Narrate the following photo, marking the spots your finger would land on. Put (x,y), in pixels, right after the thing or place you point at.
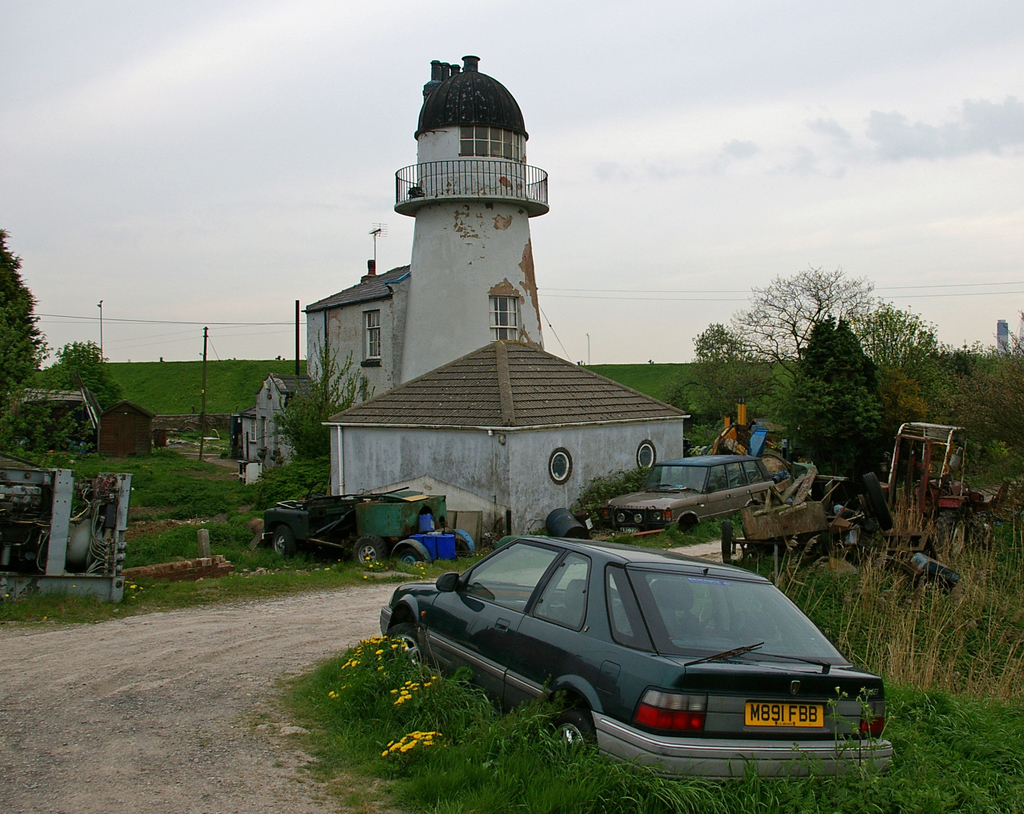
This picture is clicked outside. On the right (705,672) there is a car (438,587) and we can see the flowers (356,661) and the green grass (469,768). In the background (691,330) there is a sky (713,164), tower (464,149), hut (520,409) and some other objects (403,498) placed on the ground (162,475) and we can see the poles (296,344), green grass (170,475), trees (802,423) and plants (983,466).
